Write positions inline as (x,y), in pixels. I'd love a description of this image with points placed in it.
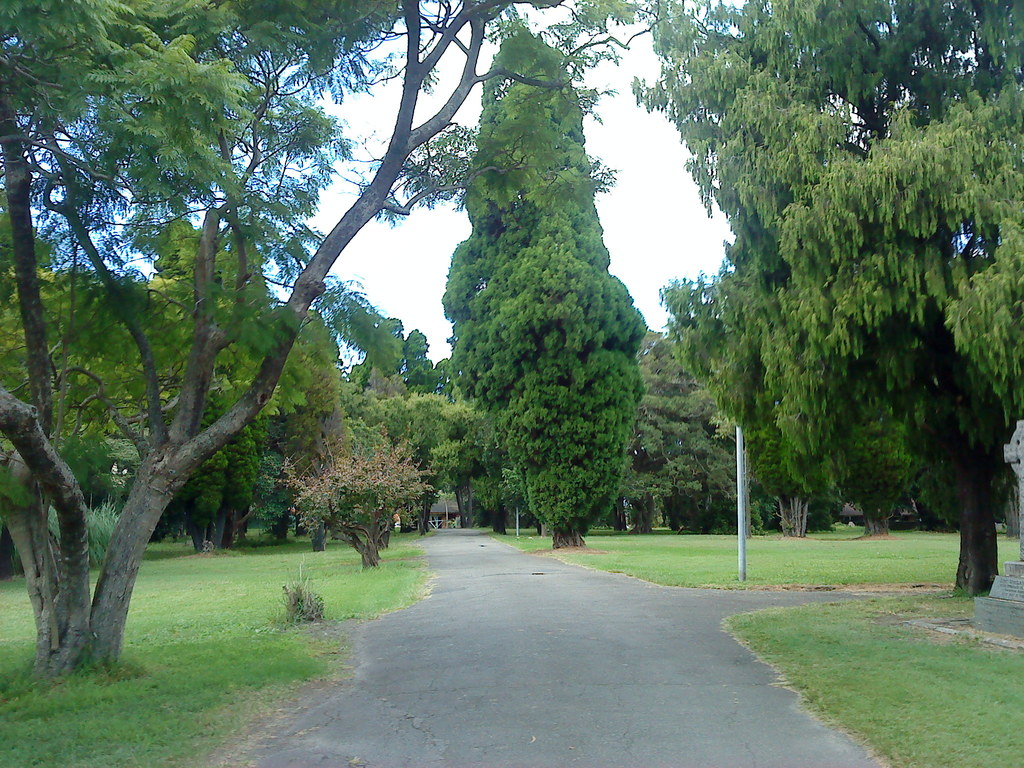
In this image, we can see so many trees (308,426), plants (110,545), poles (517,518), grass (308,643) and house (446,518). At the bottom (735,755), we can see walkways (601,586). Background there is a sky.
